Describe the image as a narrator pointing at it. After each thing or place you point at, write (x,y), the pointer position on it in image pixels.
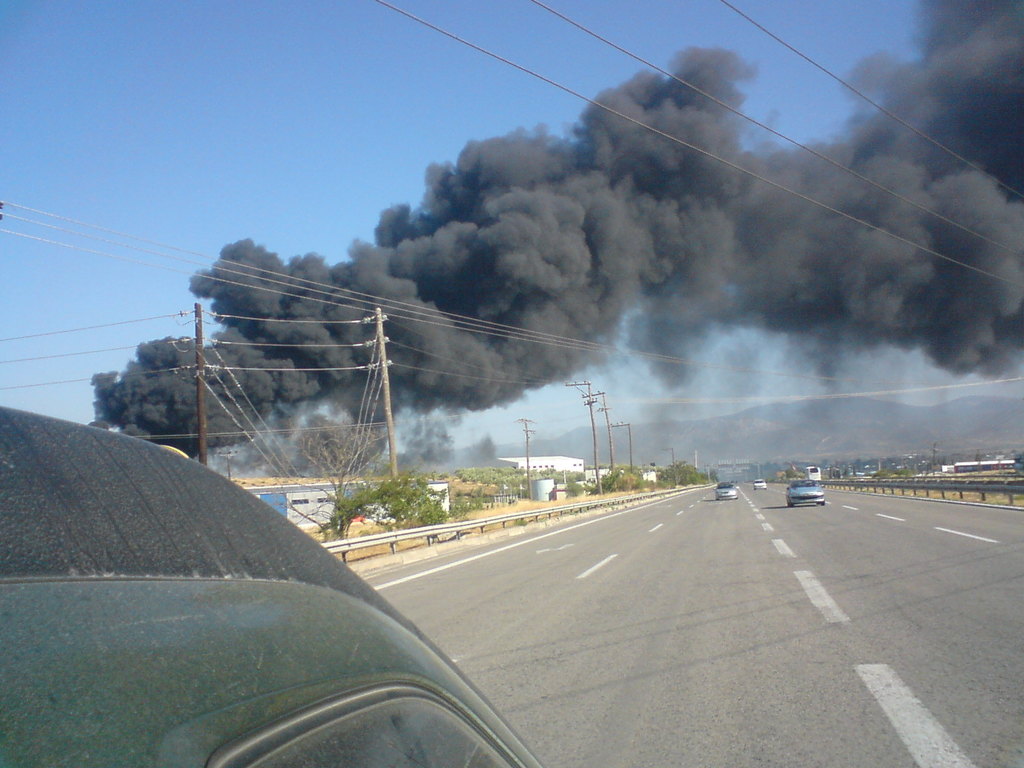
In this picture there are few vehicles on the road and there are few trees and buildings (984,472) on either sides of it and there are few poles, wires (310,368) and smoke (248,376) in the left corner (289,389).
